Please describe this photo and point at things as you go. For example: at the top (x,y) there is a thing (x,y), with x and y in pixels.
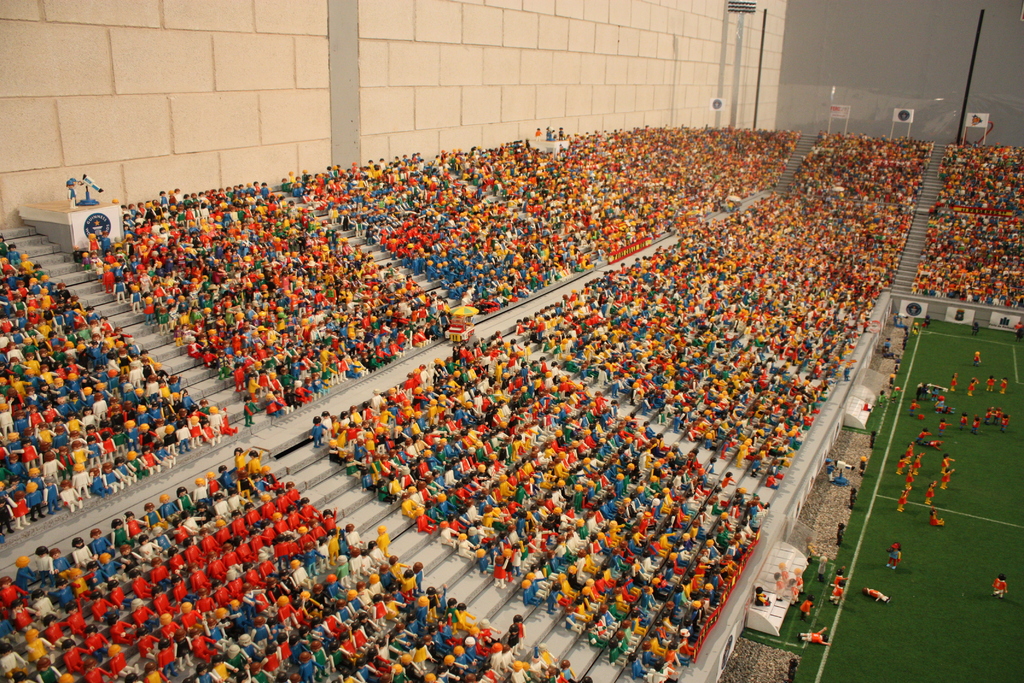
In this image we can see group of toys (815,348) placed on the surface (893,343). On the right side of the image (1002,322) we can see some sheds (871,390) and banners (1015,322). At the top of the image (642,48) we can see the wall (643,5).
